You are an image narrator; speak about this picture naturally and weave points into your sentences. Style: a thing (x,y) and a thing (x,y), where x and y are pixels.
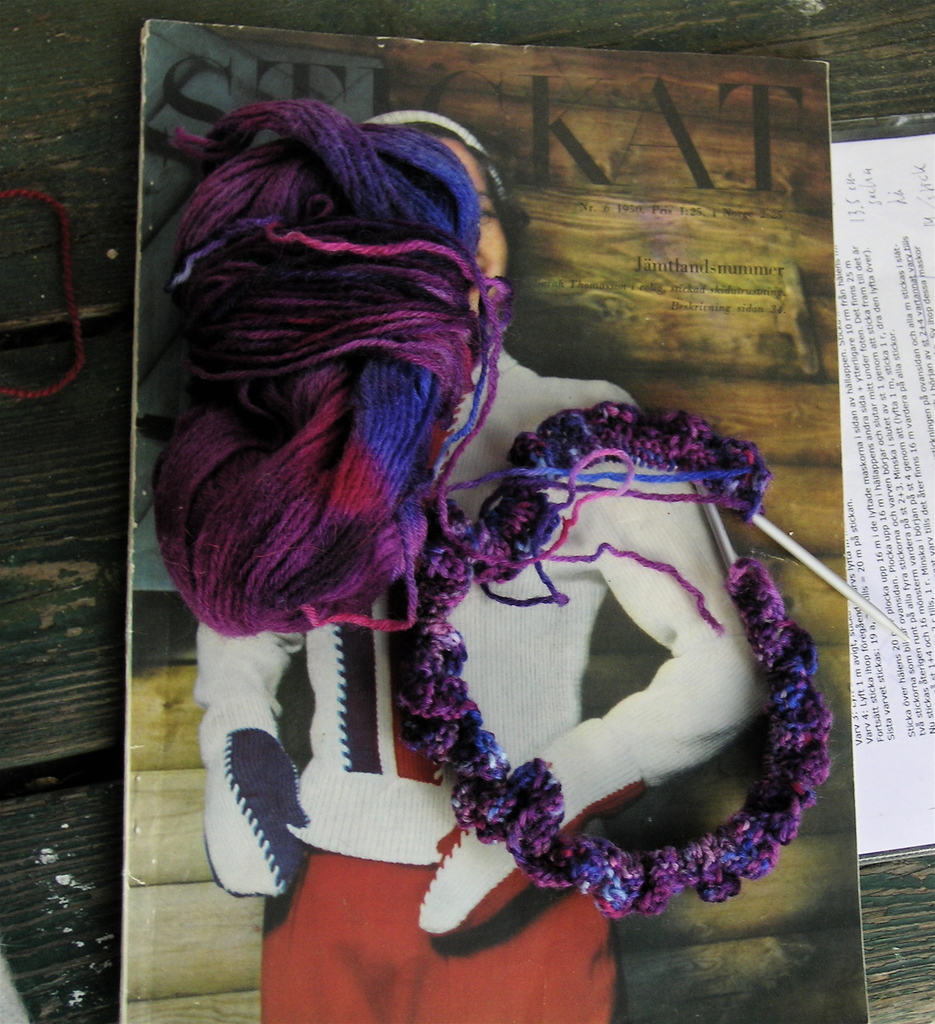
In this image I can see a picture (523,201) of a person (570,983) wearing a woolen clothes (406,770) and woolen thread (248,381) kept on that picture (670,300) and picture (563,65) visible on the book (647,184) and the book (647,184) is kept on the table (763,34) and on the table (876,90) I can see a paper (892,138) on the right side (913,138).
